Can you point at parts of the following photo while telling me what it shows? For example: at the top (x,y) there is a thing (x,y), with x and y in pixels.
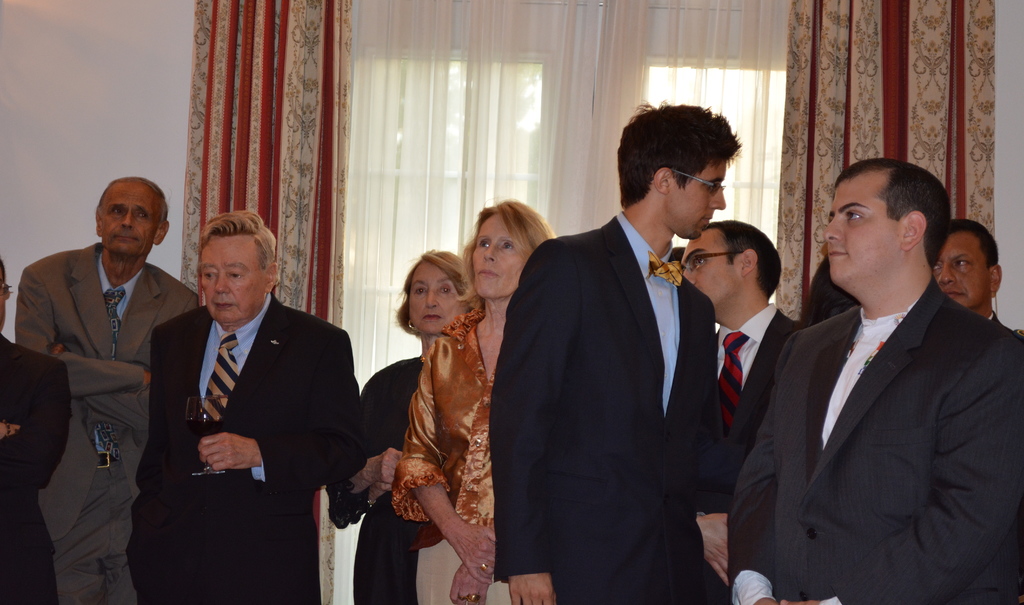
In this image I can see a group of people (605,228) standing and one person (166,425) is holding a glass (196,399). Back I can see windows (515,95), curtains (574,74) and a white wall (33,60).
